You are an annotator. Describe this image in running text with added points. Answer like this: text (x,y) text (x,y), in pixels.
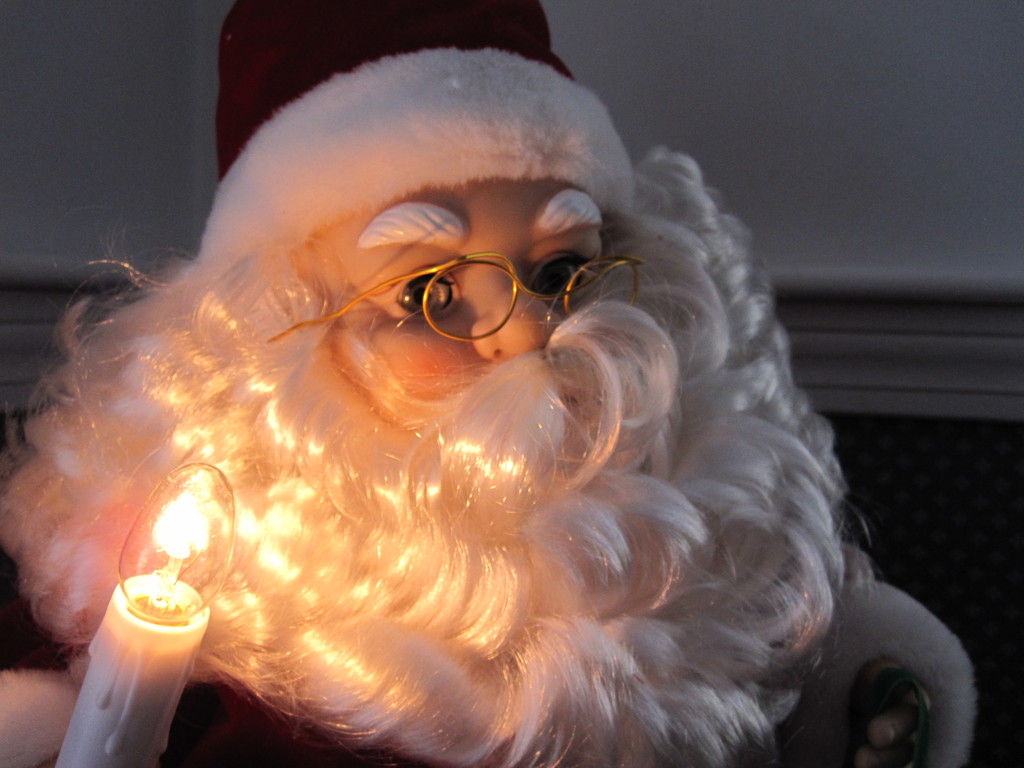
In the image we can see toy Santa (582,609), wearing clothes (911,638), cap (464,157) and spectacles (514,297). Here we can see candle (153,627) and the wall (747,182).
